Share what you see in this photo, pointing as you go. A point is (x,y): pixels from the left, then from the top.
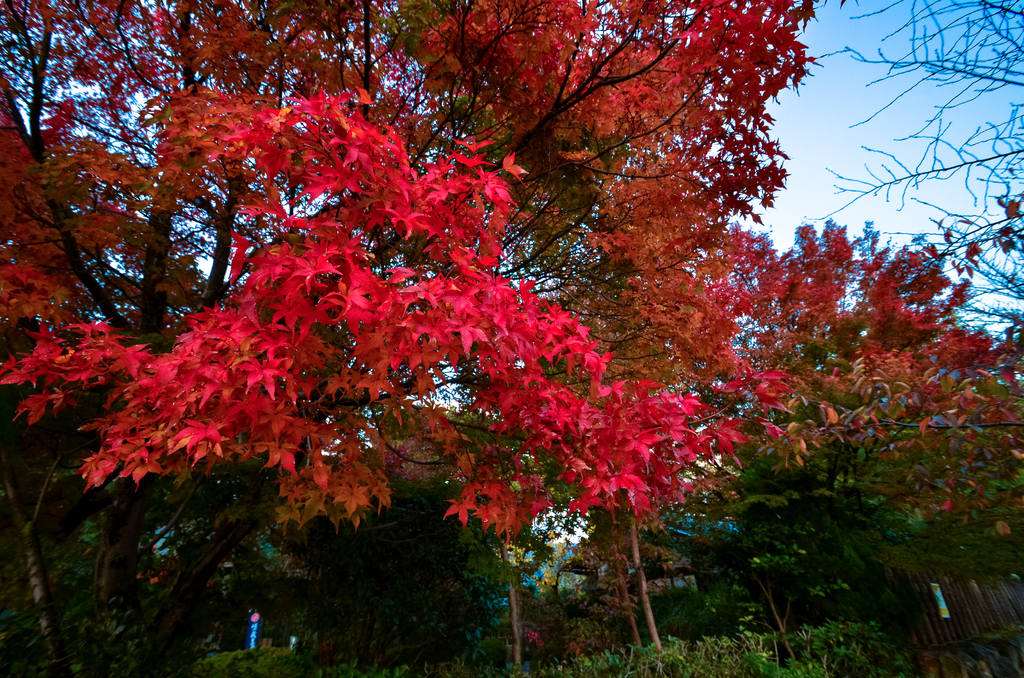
In the image in the center (627,253), we can see the sky (995,217), plants (815,654) and trees (161,371).
